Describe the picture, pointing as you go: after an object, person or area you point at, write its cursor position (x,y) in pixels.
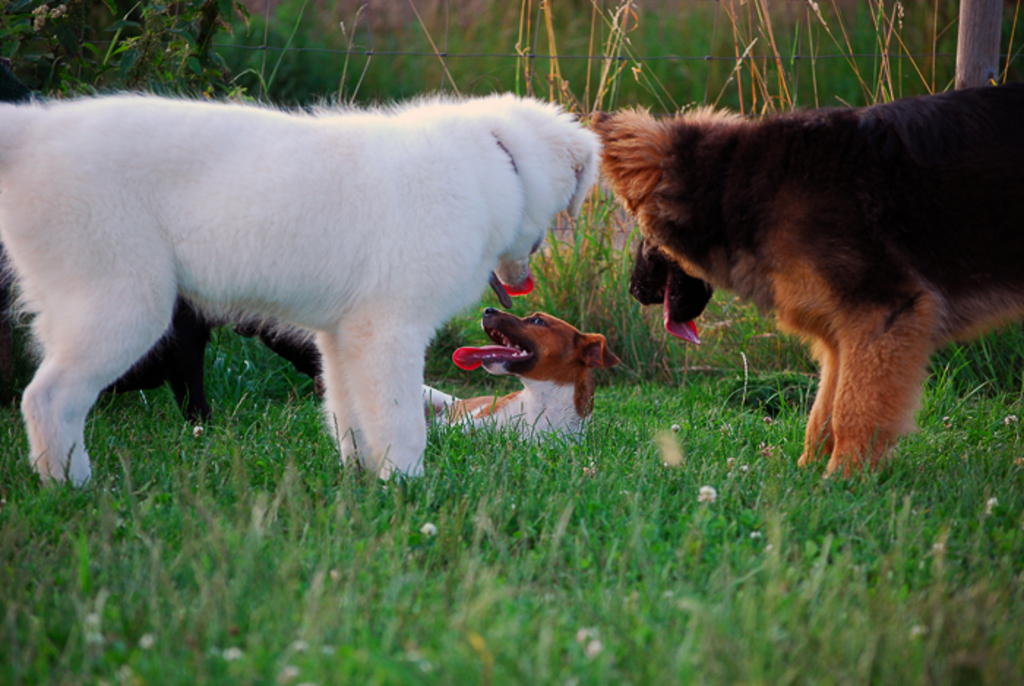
In this image I can see few dogs (870,307) in white, brown, black and cream color and I can also see the grass (601,496) in green color.
